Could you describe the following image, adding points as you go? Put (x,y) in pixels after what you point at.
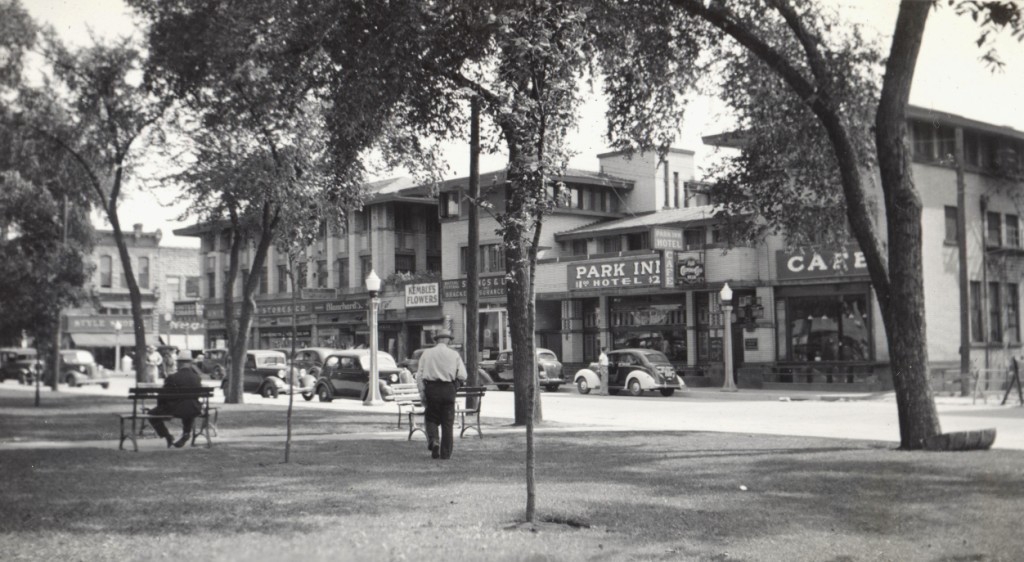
In the picture I can see people (427,423) walking on the ground (357,402). In the background (358,262) I can see the sky (133,150), buildings (377,232), vehicles (637,369), benches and other objects (666,2). This picture is black and white in color.
